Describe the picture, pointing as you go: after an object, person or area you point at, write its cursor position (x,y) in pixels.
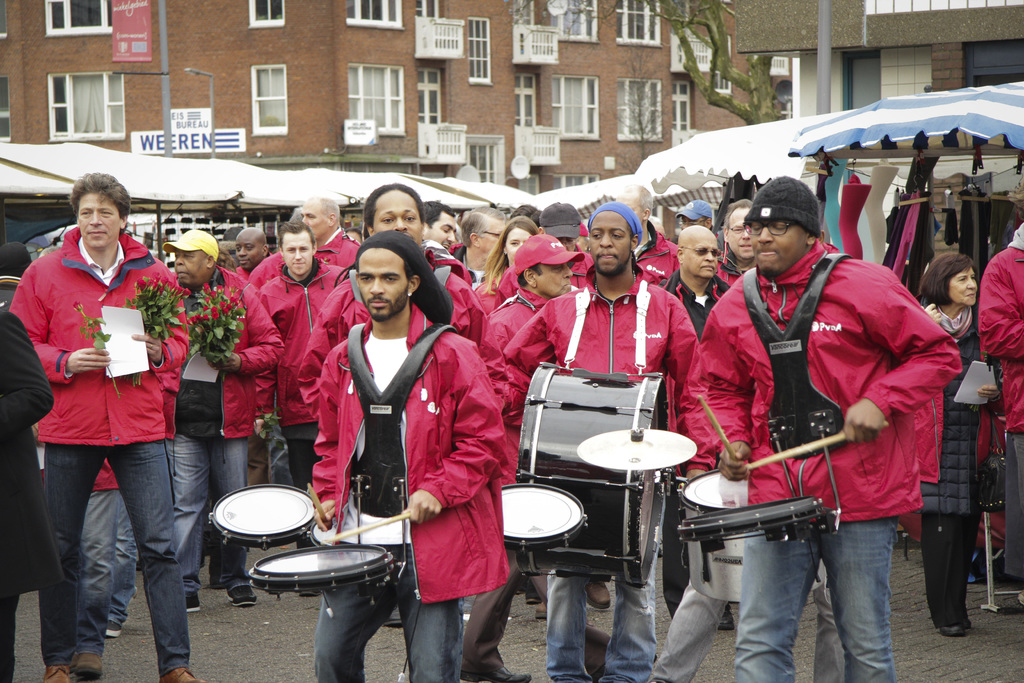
There are group of people (522,296) standing wearing red color jerkins (413,325). Few people (401,242) are holding and playing musical instruments (540,466) and few people (181,343) are holding a bunch of rose flowers (198,318). At background (873,186) I can see some small stalls (898,172) and here is a building (342,93) with windows (370,100). This looks like a street light (213,138) and this is tree stems (753,77). I think this is a pole (166,17).
